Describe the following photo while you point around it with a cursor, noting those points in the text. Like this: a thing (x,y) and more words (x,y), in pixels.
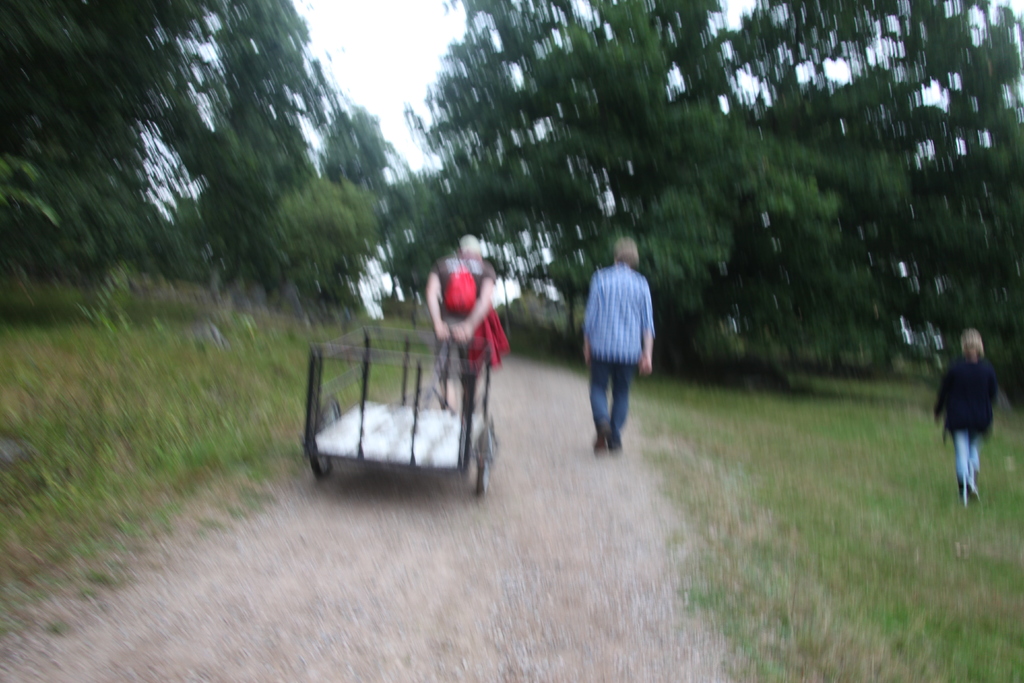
This image is slightly blurred, where we can see this person (458,275) wearing red bag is moving the trolley (443,466) on the road (442,480) and this person (622,379) is walking on the road (656,642). Here we can see this person (967,417) wearing black dress (973,412) is walking on the grass (928,434). In the background (937,220), we can see trees (25,85) and the sky (376,81).
